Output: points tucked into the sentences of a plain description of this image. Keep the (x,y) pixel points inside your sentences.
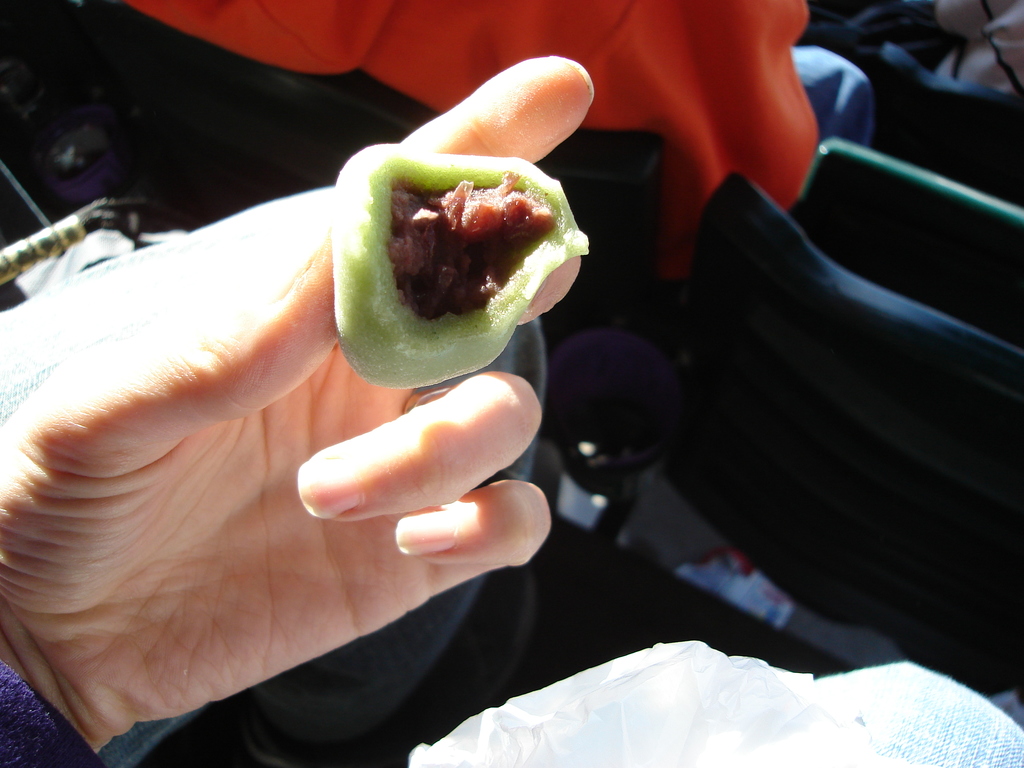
A human hand (391,437) is holding food item (492,308), this is chair (855,374).
